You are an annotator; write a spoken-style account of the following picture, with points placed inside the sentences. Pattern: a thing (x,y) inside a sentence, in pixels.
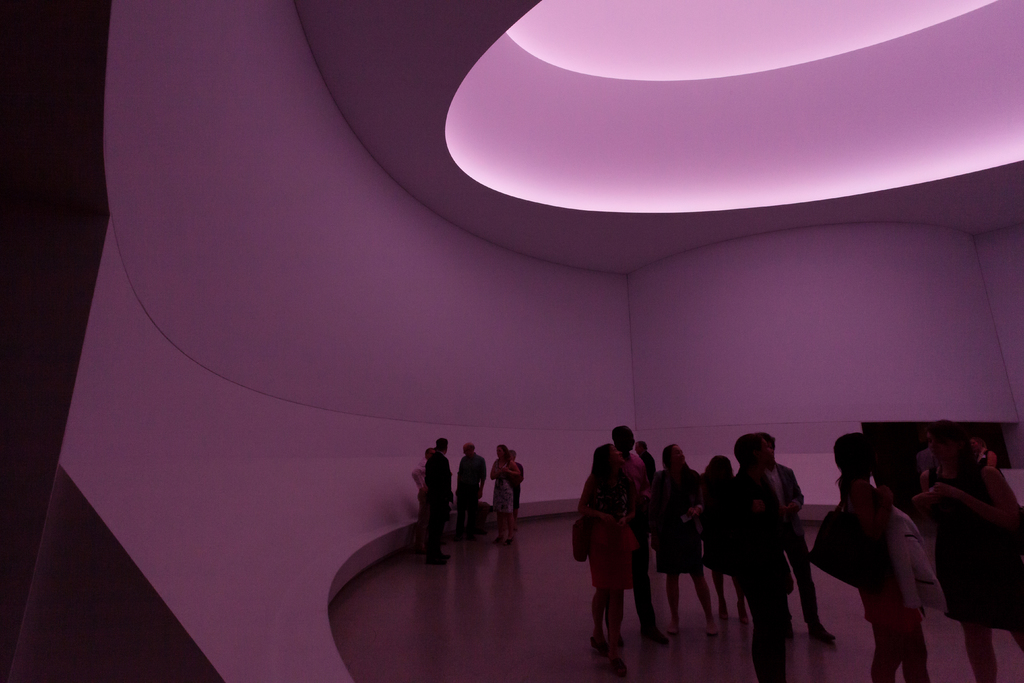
In this image we can see an inside view of a building (413,527) in which we can see a group of people (722,558) standing on the floor (538,584), some women (906,573) are wearing bags (855,538). At the top of the image (401,10) we can see the roof (417,4).
